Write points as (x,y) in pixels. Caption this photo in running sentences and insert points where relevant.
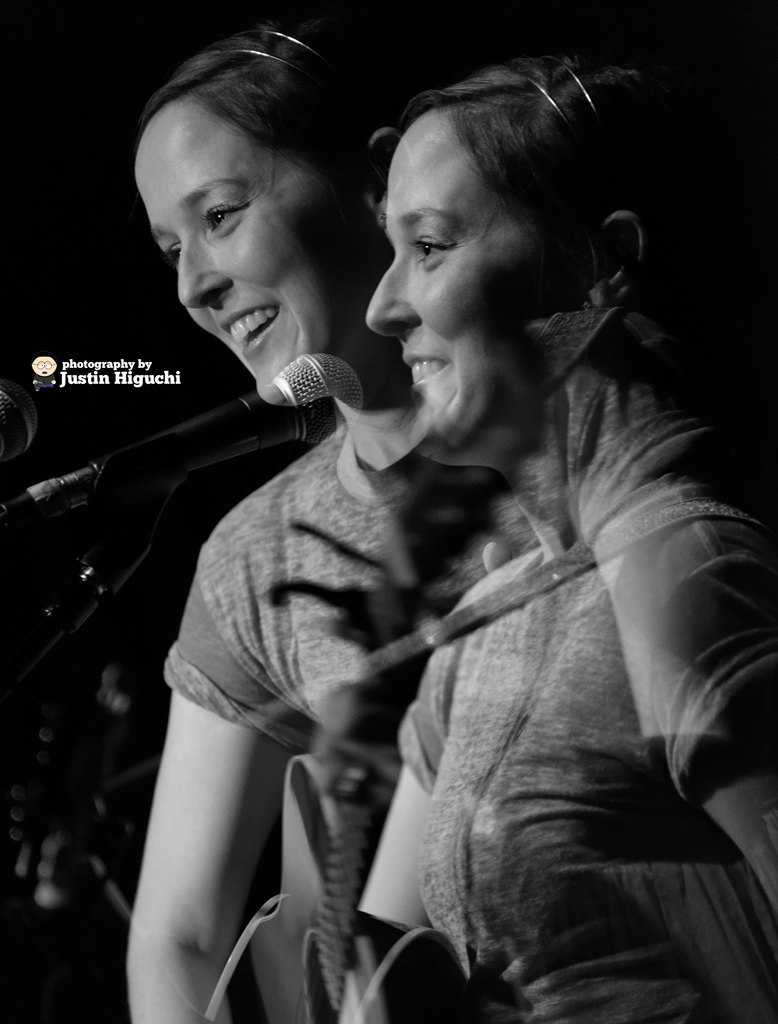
This is a black and white image. In this image we can see two ladies (364,367) smiling. There are mics (103,472). In the background (75,132) it is dark. Also something is written on the image.
